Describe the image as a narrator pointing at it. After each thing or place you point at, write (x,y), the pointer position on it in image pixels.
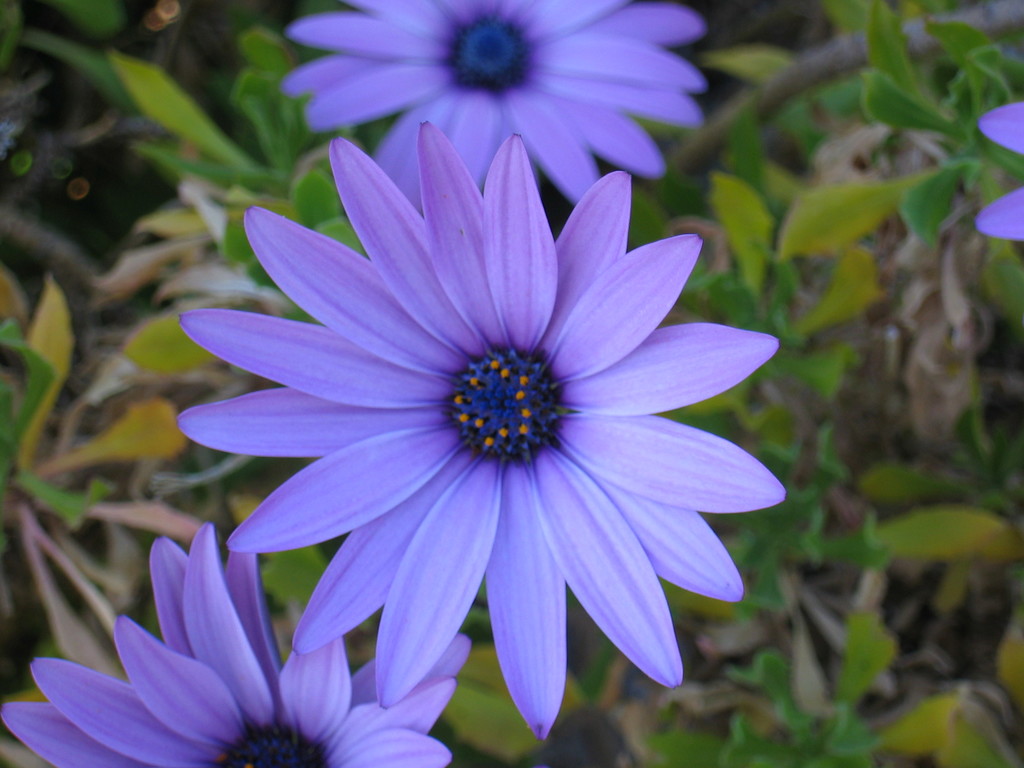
In this image we can see flowers (522,345) to the plants (687,316).
